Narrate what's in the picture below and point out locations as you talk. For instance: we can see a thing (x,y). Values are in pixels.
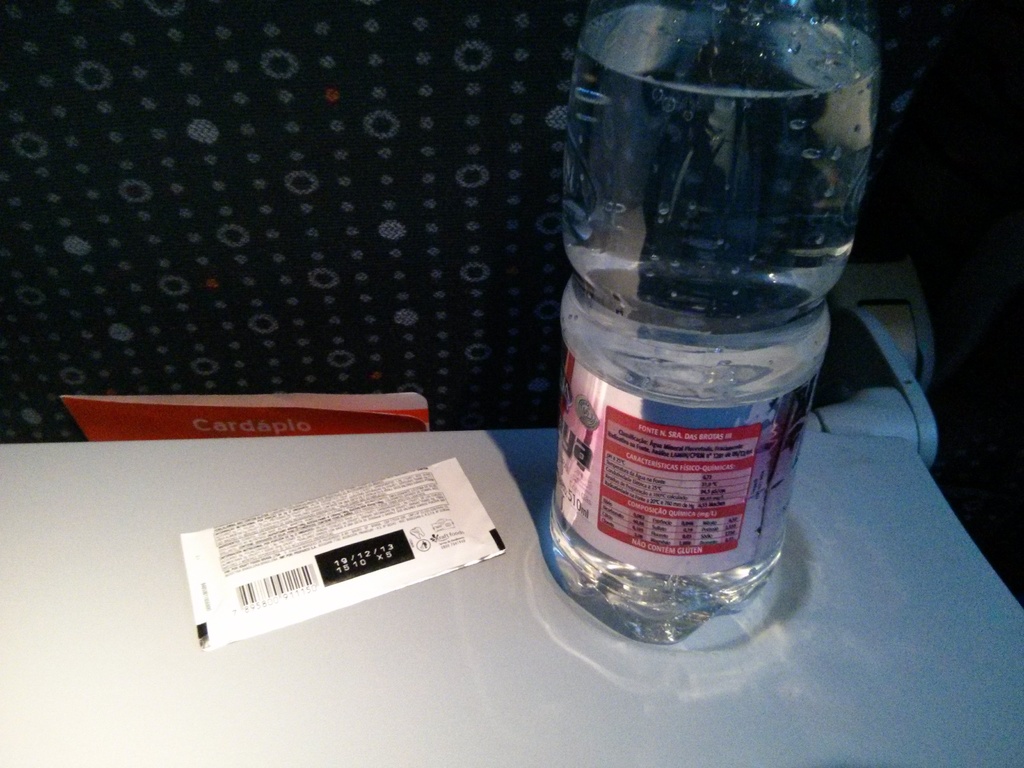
In this picture there is a water bottle (615,533) and a chocolate (273,560) placed on the table (434,675). In the background (374,263) there is a seat (273,212).
